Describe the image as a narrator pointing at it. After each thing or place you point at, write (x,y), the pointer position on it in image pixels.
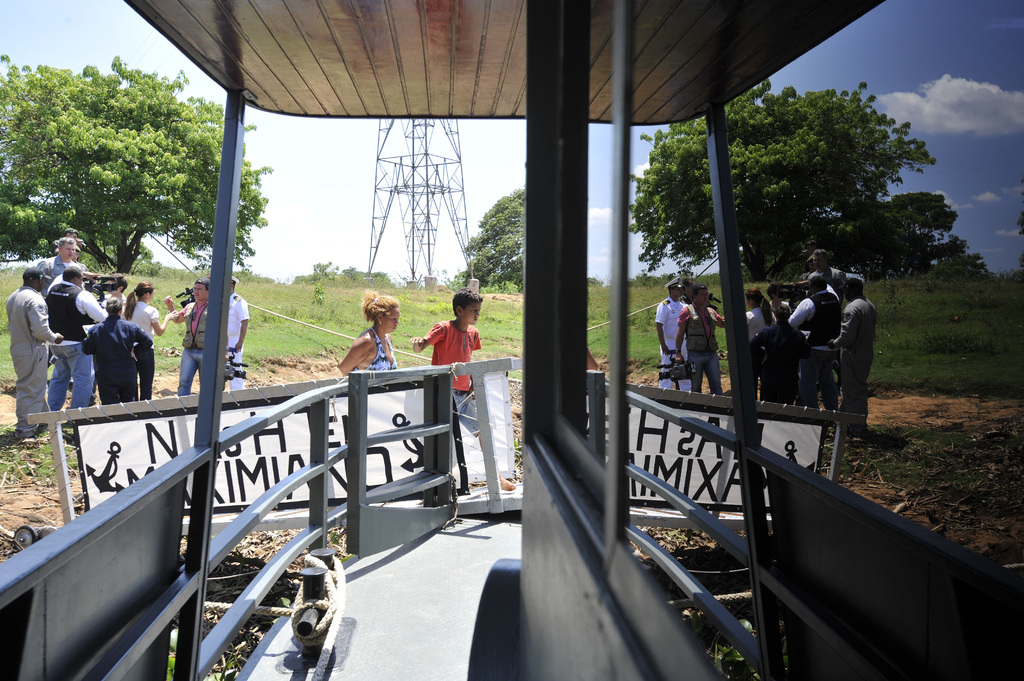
In this image on the left side (179,331) there are people (197,320) standing and holding video recording camera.
